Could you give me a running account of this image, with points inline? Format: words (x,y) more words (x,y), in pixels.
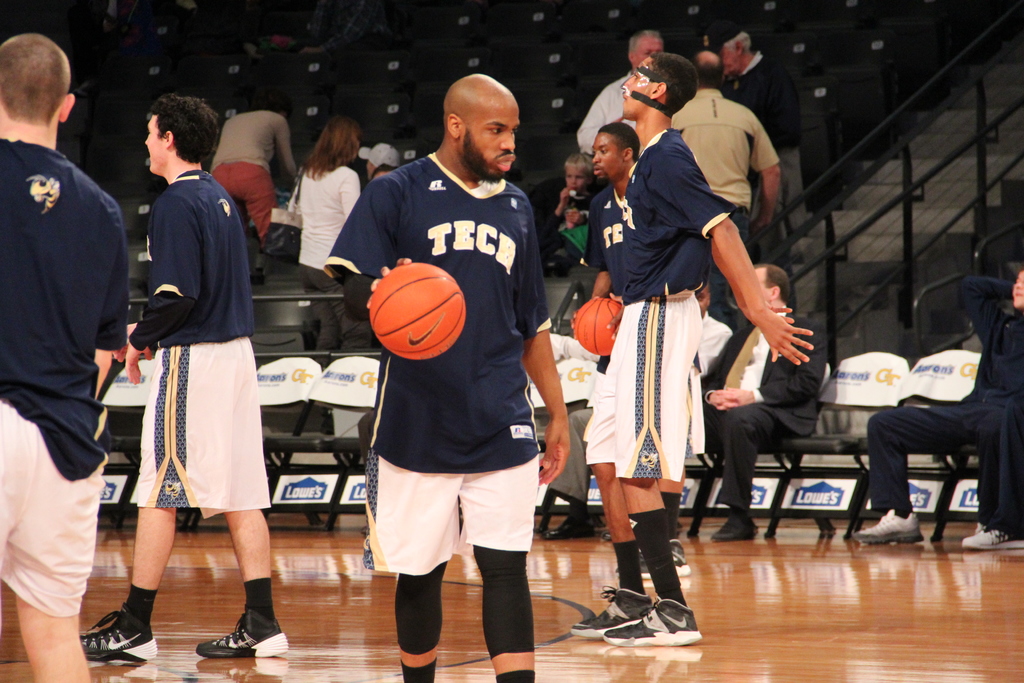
In the picture I can see people (455,460), among them some are standing on the floor (601,571) and some are sitting on chairs (590,372). I can also see two men (379,203) in the front (560,431) are holding balls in hands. In the background (542,445) I can see chairs (542,445), fence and some other objects (278,495).
